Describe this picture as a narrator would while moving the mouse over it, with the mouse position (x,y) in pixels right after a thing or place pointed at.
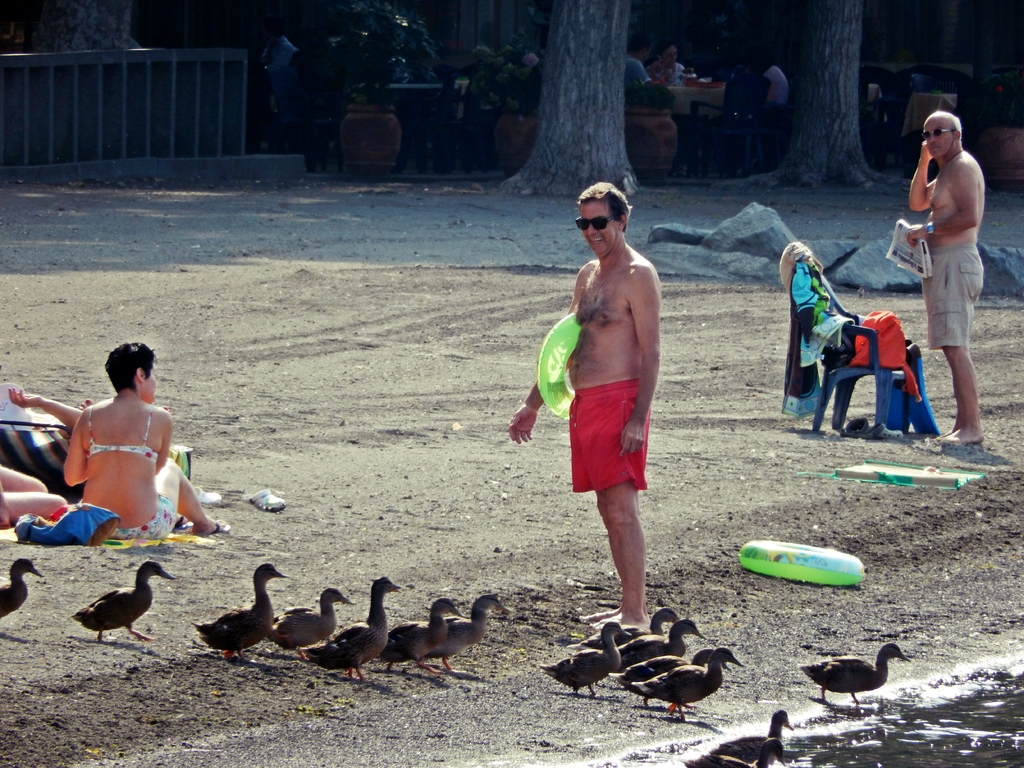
In the center of the image (531,415) we can see a person (626,519) standing on the ground (698,557) holding a swimming tube (553,401). On the left side (103,493) we can see some people (182,470) sitting. On the right side (962,277) we can see a person (963,372) holding some papers (898,245) standing beside a chair (883,367) containing some clothes (857,357) on it. On the backside (526,174) we can see the bark (543,185) of a tree (520,187), some plants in the pots (371,160), a fence (220,139) and a group of people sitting on the chairs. On the bottom of the image (780,557) we can see a group of ducks (654,658), a swimming tube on the ground (745,678) and the water (913,716).
